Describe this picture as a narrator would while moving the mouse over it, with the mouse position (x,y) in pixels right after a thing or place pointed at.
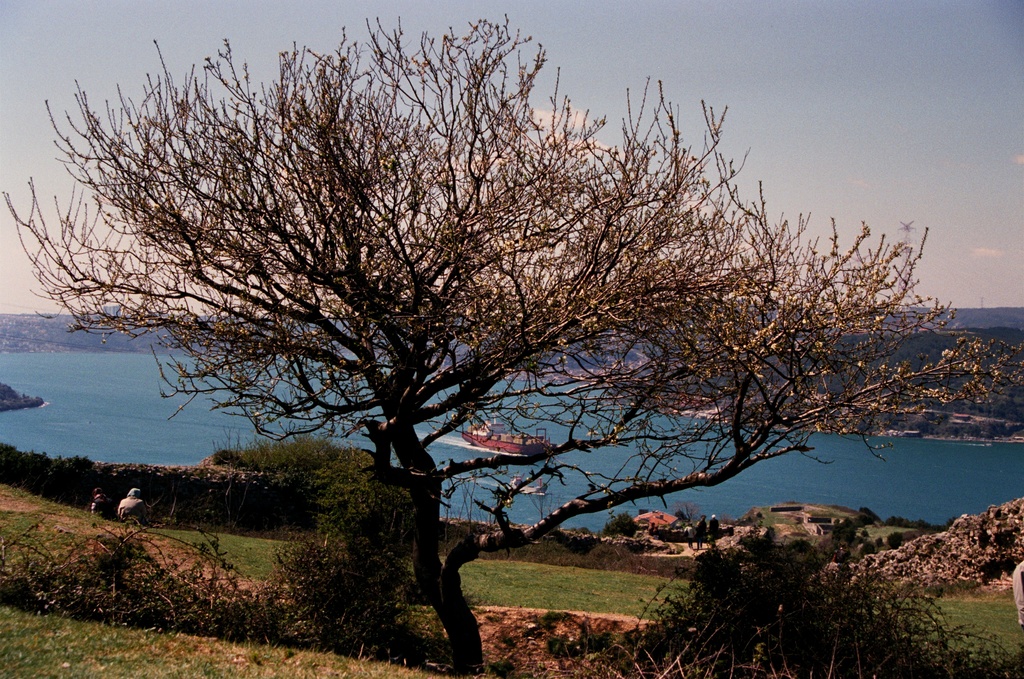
This is the tree (449,610). I can see small bushes (402,581). This is the grass (523,591). I can see two people (124,513) sitting. This looks like a ship (489,443), which is moving on the water (207,436). I can see three people (691,537) standing.
